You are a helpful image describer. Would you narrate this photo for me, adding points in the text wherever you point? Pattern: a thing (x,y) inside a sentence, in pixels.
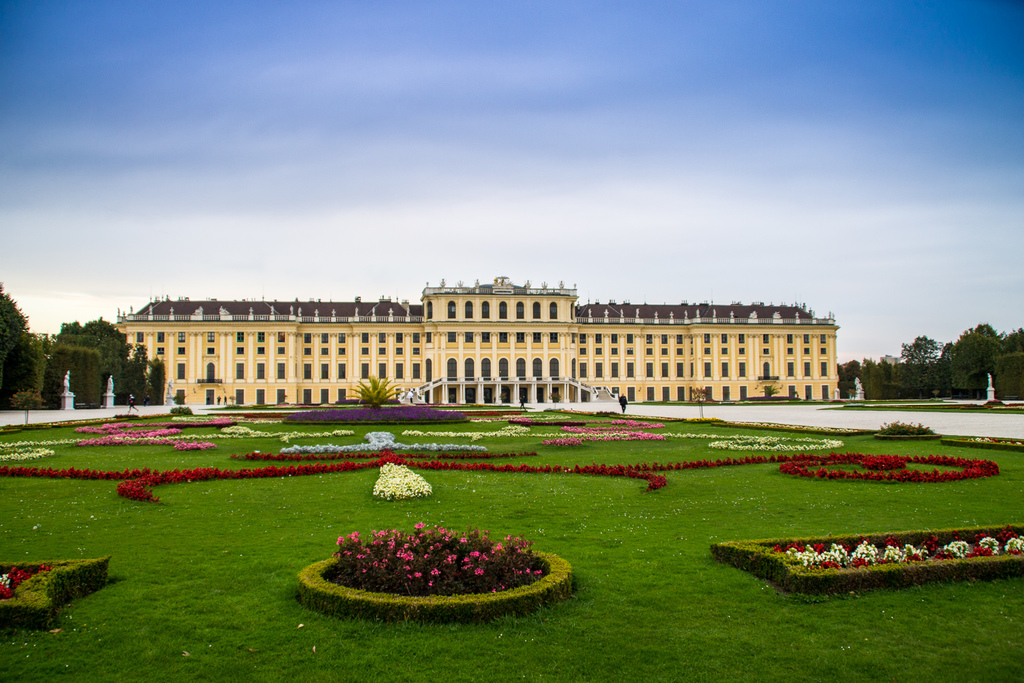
At the bottom of the picture (606,610), we see grass (539,618) and plants (399,540), which have flowers (145,489). These flowers (409,486) are in red, pink and white color. In the middle of the picture (613,408), we see a man (622,397) in black shirt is walking on the pavement (646,415). On either side of the picture, we see the statues (990,387) and trees (95,397). In the background (508,328), we see a palace (539,369). At the top of the picture (495,134), we see the sky (366,286).
